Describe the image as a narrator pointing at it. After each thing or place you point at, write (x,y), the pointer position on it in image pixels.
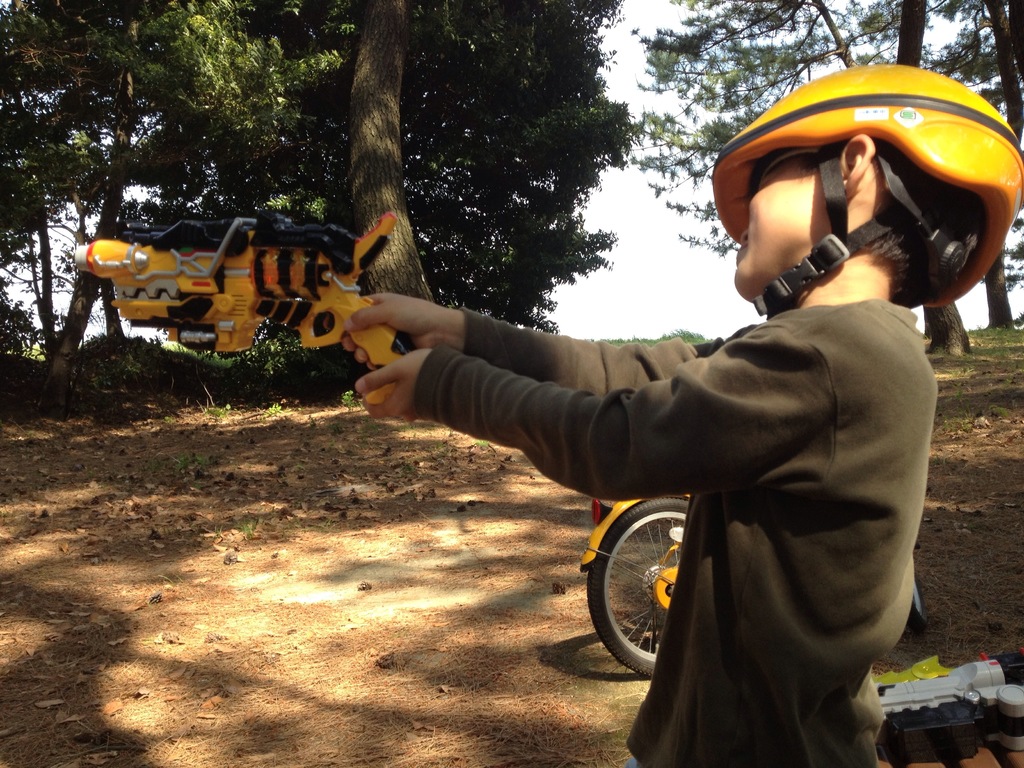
In this image, we can see a person (750,391) wearing helmet (827,169) and holding toy (351,257) in his hands (408,373). In the background (938,718), we can see a bicycle (673,565) and a toy (940,678) and trees (352,108). At the bottom (352,616), there is ground (264,565).
